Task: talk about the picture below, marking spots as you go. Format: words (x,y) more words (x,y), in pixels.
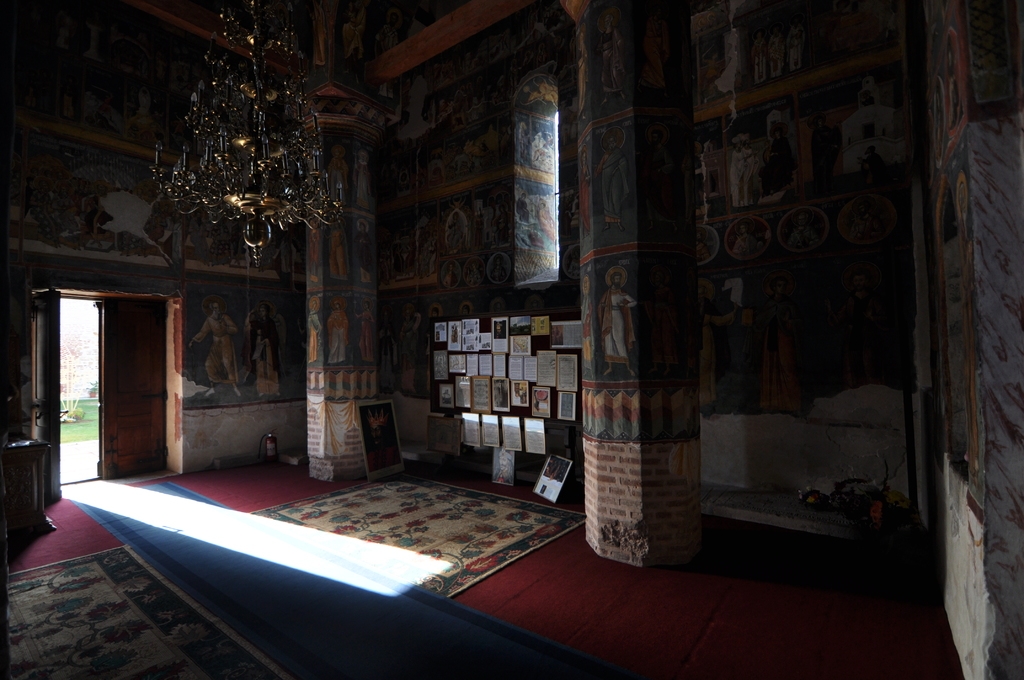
This is the inside picture of the building (205,446). In this image there is a door (138,334). There are mats (314,584) on the floor (529,605). There are photo frames (506,401) attached to the board (449,382). There are paintings (667,307) on the wall (502,203). There are pillars (624,440). On top of the image (185,195) there is a chandelier (271,152). At the bottom of the image (23,515) there are a few objects (888,498).
